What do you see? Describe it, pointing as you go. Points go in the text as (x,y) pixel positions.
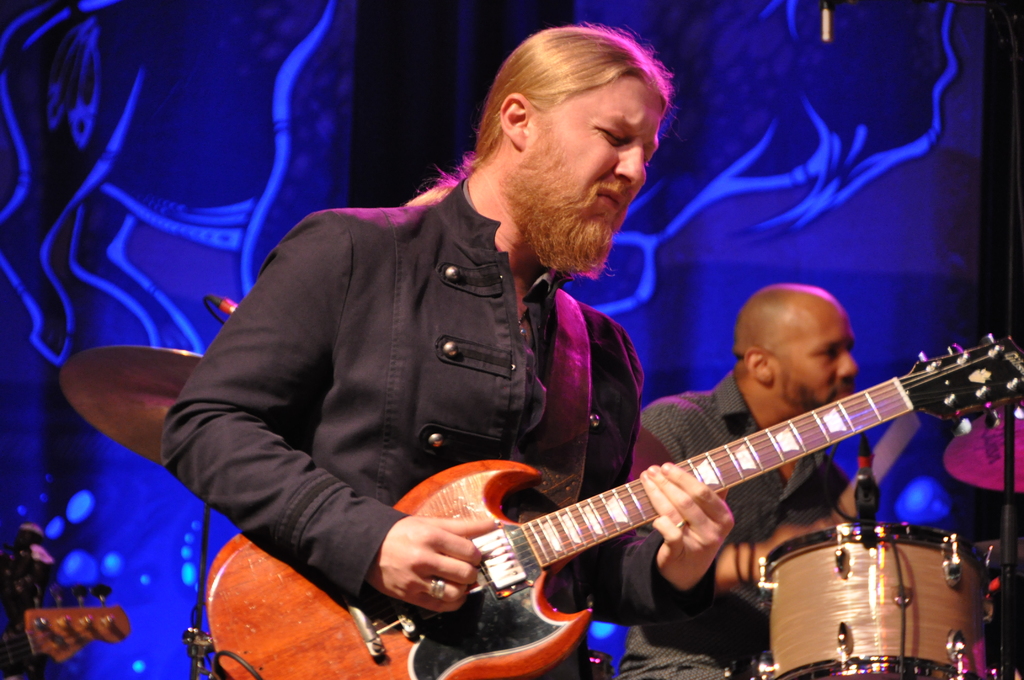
In the image we can see two persons (648,407) one is standing and holding guitar (504,607). On the right (857,561) we can see drum (957,645), in front of them there is a microphone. In the background (818,147) we can see wall (148,163), guitar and few more musical instruments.
